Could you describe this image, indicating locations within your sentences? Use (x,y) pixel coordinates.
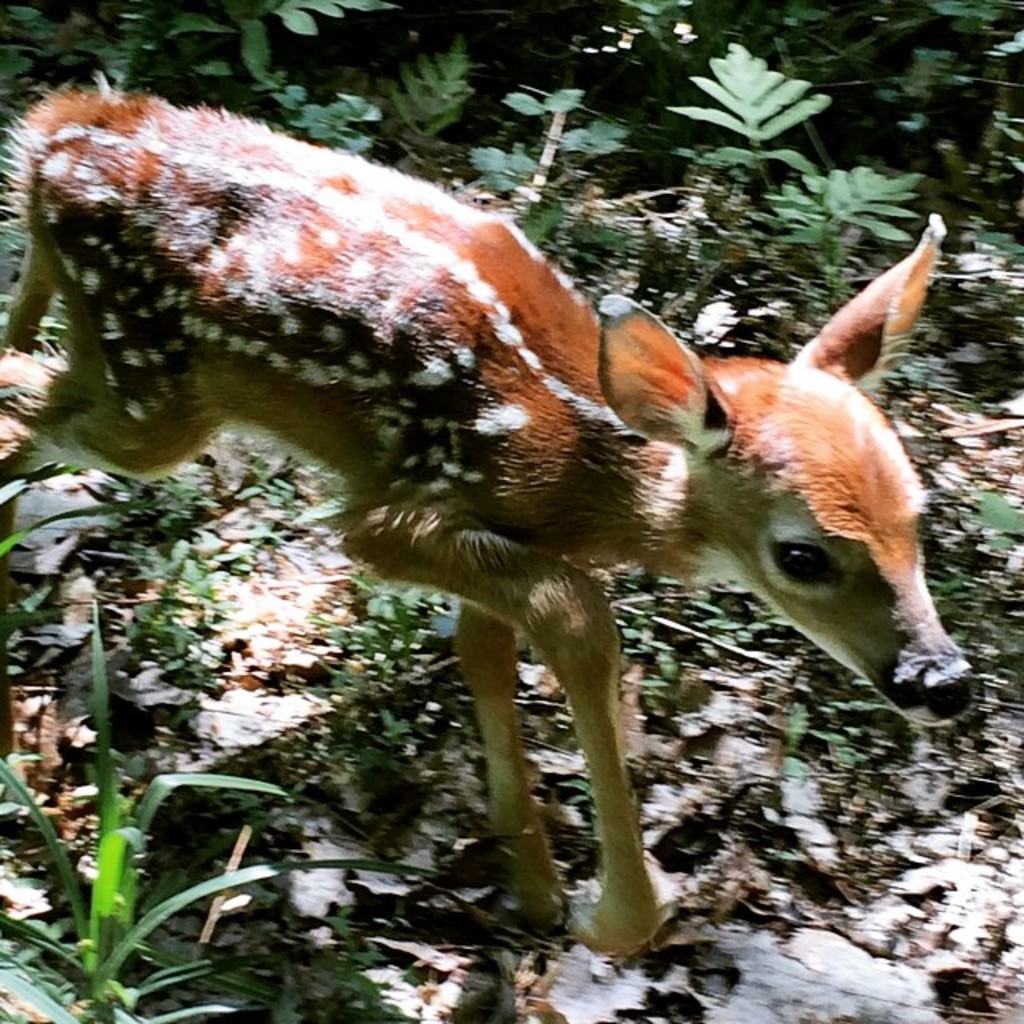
This image consists of a deer (544,395) walking. At the bottom (332,822), there are leaves (41,650) on the ground (331,736). It looks like it is clicked in a forest (266,693).
